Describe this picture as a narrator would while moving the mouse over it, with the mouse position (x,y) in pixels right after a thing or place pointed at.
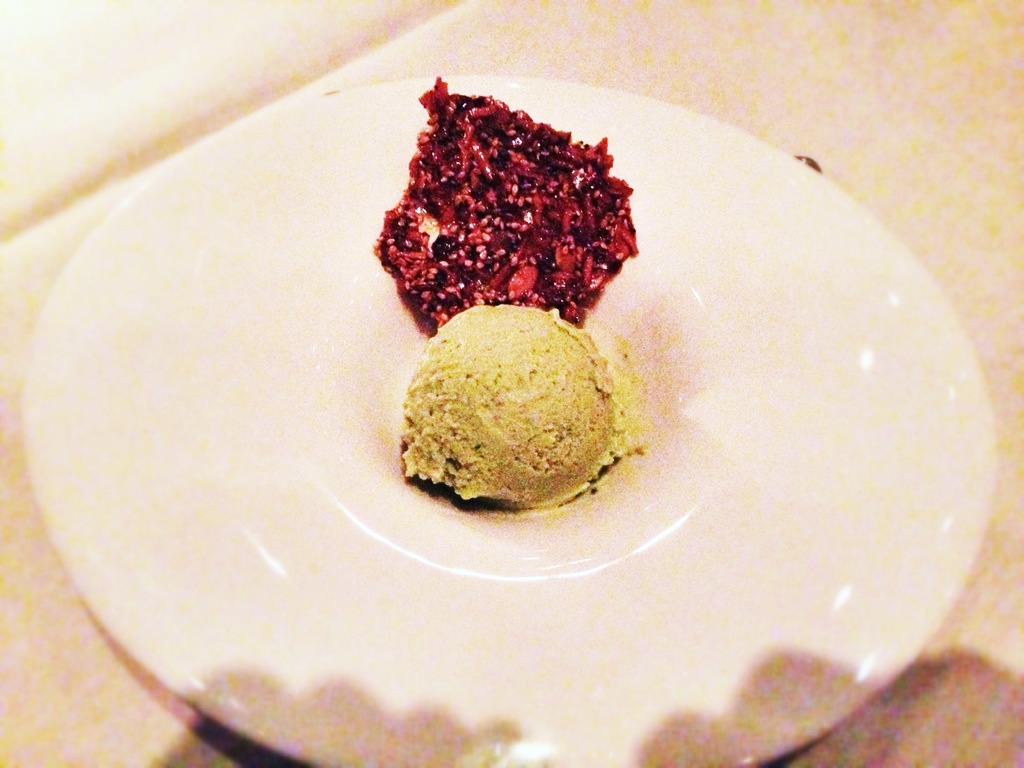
In the center of the image (651,265) there is a plate (738,448) in which there are food items (512,269). At the bottom of the image (58,653) there is table (984,659).
